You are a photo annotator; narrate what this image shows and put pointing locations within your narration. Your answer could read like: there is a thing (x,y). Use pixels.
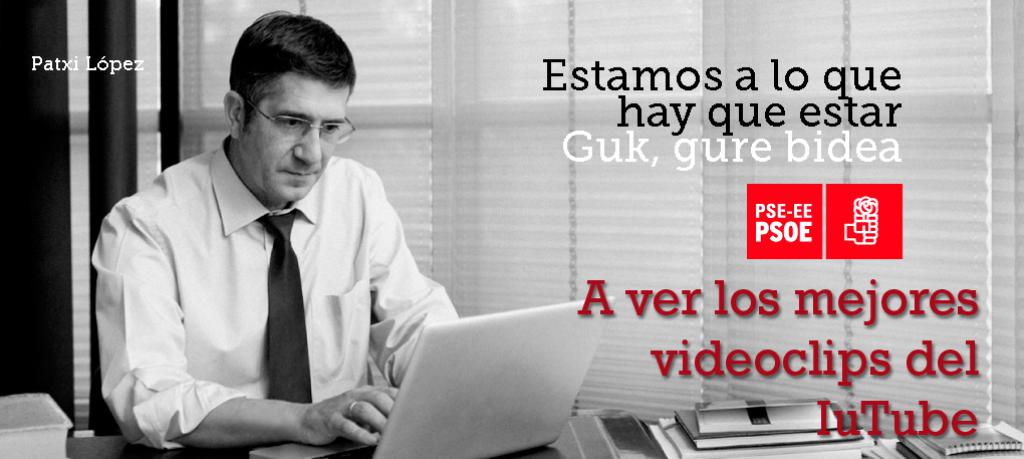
In this image I can see the person (191,326) wearing the shirt (208,284) and the tie (285,222). I can see the laptop (426,409) in-front of the person (378,418). To the side I can see the books (770,418). In the background (418,69) I can see the window blind (534,117) and something is written.
